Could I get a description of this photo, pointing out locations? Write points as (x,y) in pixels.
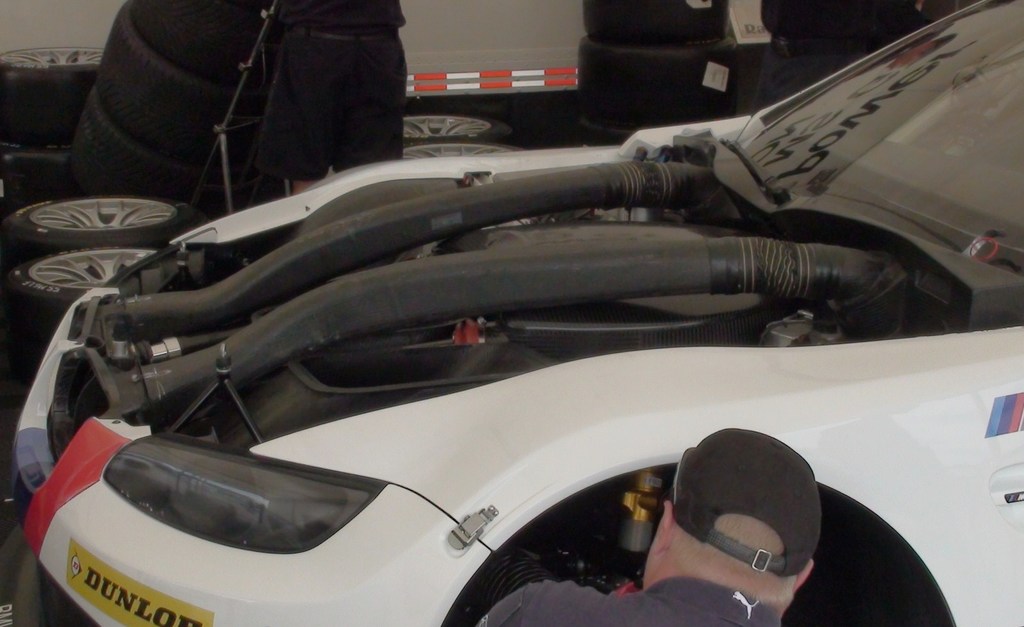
In this image we can see vehicle (560,257), tires (57,193), rods (231,126), board (742,20) and people (707,524).
